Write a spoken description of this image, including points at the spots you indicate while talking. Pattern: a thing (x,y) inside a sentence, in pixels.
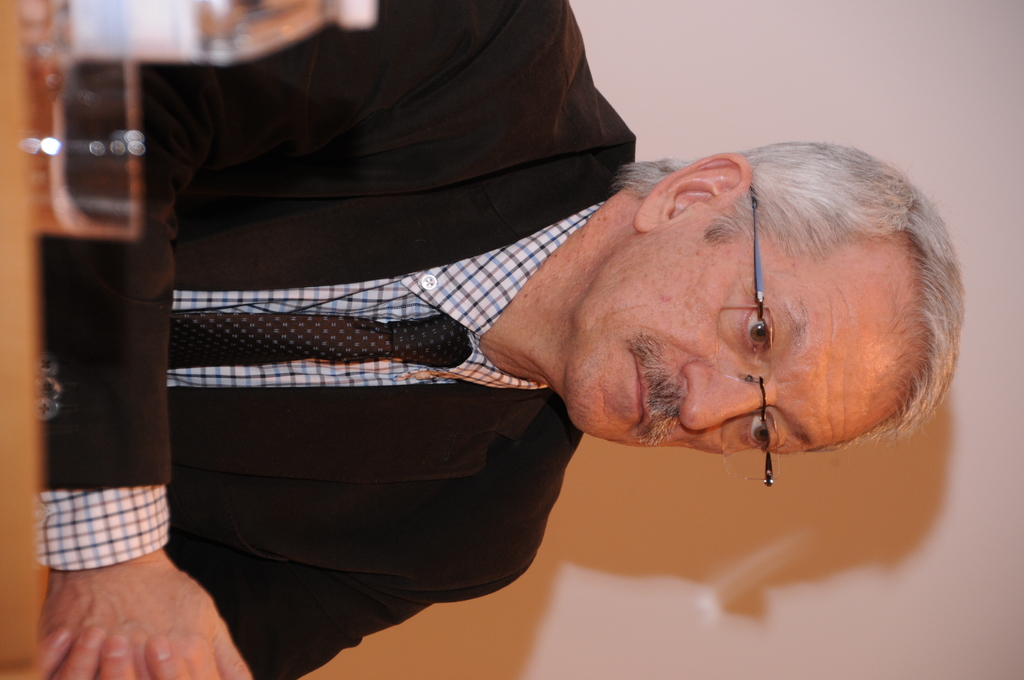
In the picture I can see a person (316,242) wearing black color blazer (417,582), shirt (489,322), tie (463,350) and spectacles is sitting near the table (14,169). This part of the image is blurred, where we can see a glass (87,176) with a drink (93,143) in it and a water bottle (72,43). In the background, I can see the wall (791,131).
